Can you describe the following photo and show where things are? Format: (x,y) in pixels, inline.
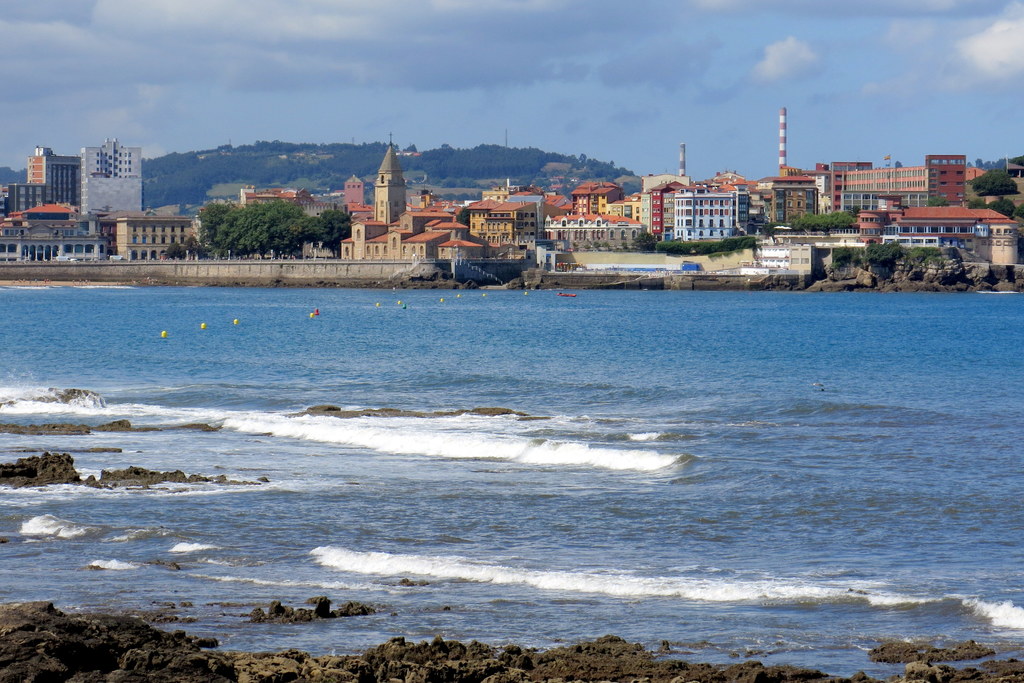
In this picture we can see water (679,486) at the bottom (660,480), in the background (953,238) there are some buildings (904,205) and trees (842,218), we can also see factory exhaust pipe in the background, there is the sky (444,113) and clouds (402,65) at the top of the picture (308,45).
